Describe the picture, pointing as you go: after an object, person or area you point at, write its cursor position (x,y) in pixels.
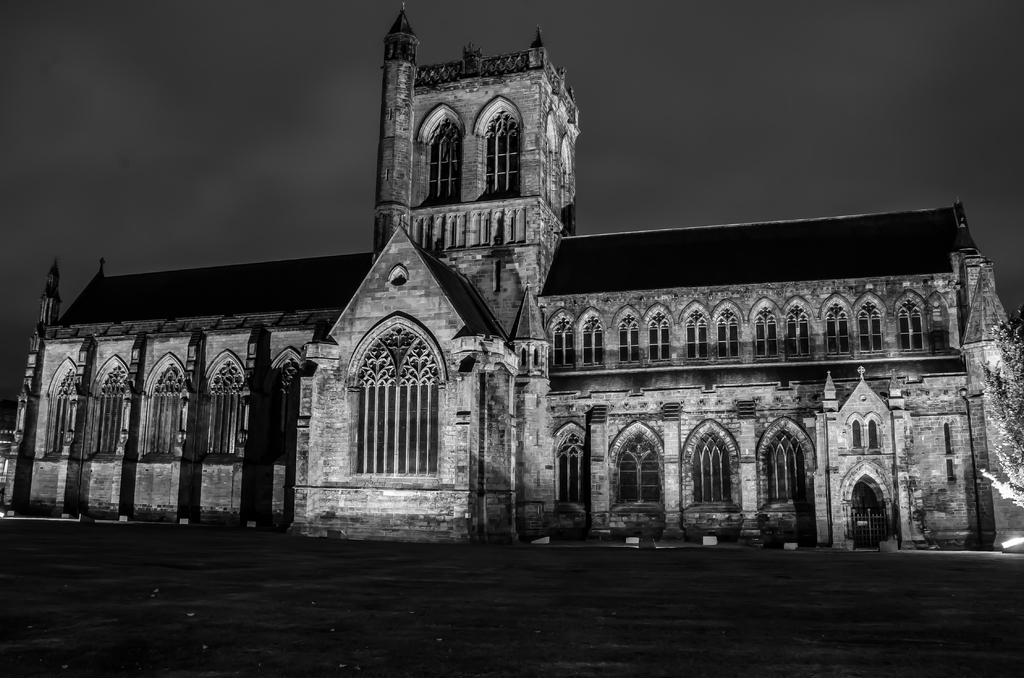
In this picture we can see the ground (476,601), tree (991,388), building (975,428) with windows (432,412) and in the background (234,110) we can see the sky (191,92).
